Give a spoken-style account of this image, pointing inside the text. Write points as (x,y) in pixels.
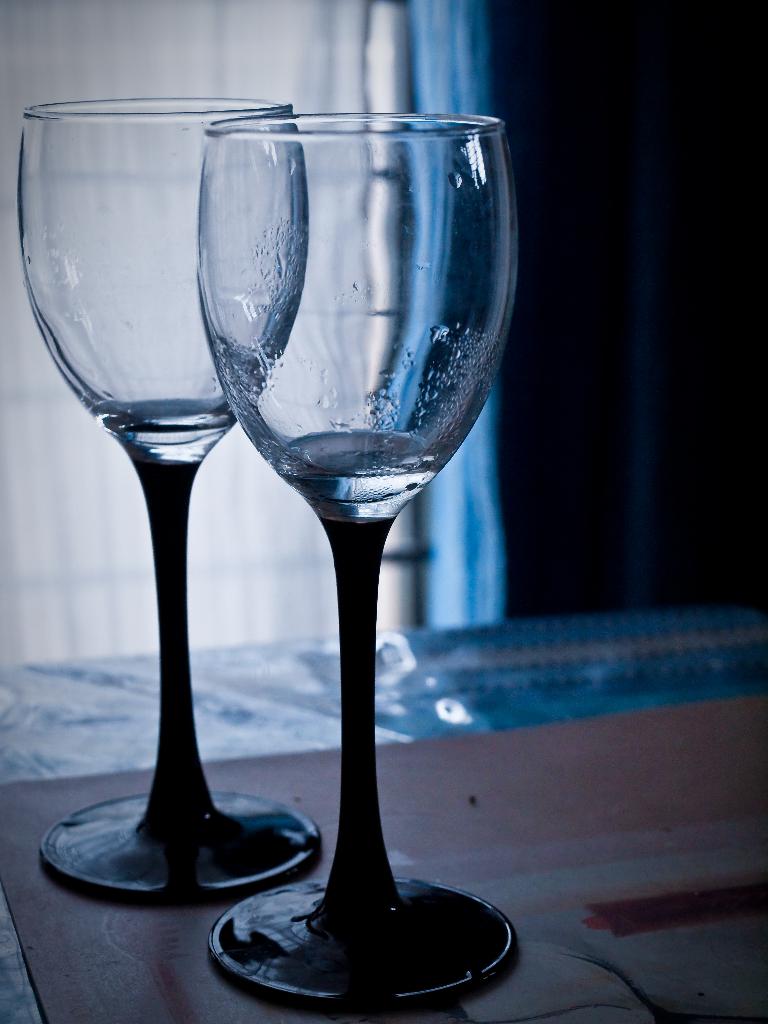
This image consists of two glasses (369,722) kept on a table (652,944). In the background (730,419), there is a curtain (582,452).
